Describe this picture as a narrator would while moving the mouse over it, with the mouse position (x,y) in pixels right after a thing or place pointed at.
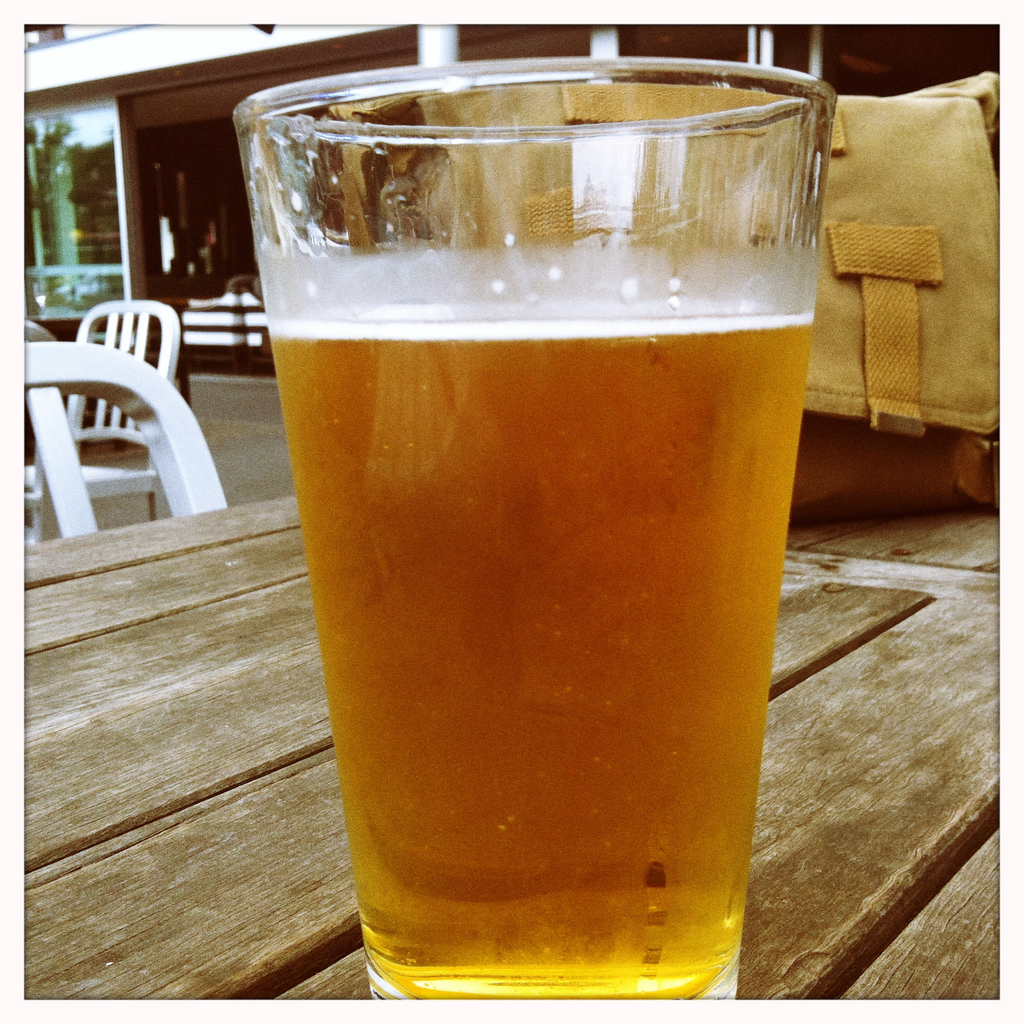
We can see glass (517,586) with liquid (629,428) and bag (884,342) on the tables (184,561) and we can see chairs (43,420). Afar we can see pillars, glass window (81,128).
